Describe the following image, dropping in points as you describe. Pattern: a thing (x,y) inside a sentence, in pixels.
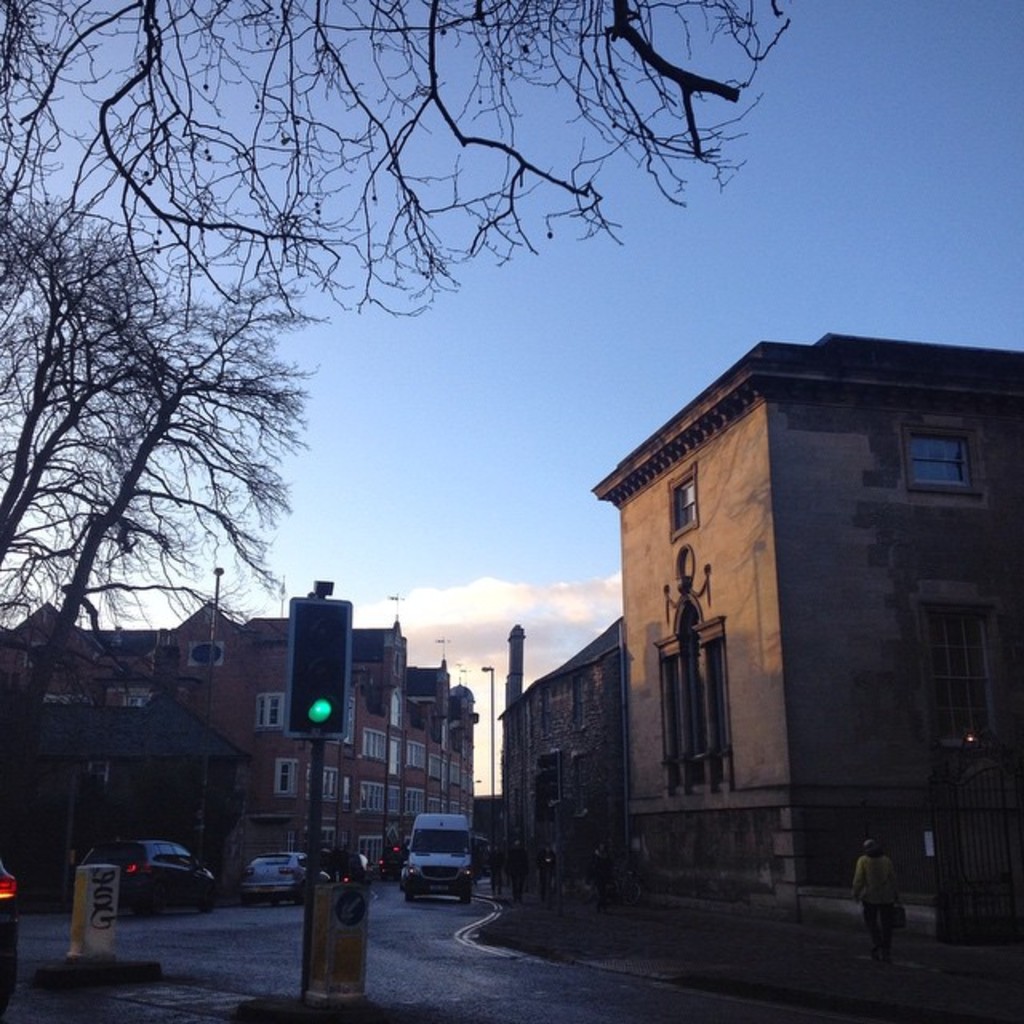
To the bottom of the image (340,917) there is a sign board (345,945), pole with traffic signal (296,604) and few other items (99,873). In the middle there is a road (384,981). On the road (412,939) there are few vehicles (400,873). To the right corner of the image (1001,793) there is a gate (942,783) and also there is a building (713,740) with walls (769,842), windows (688,519) and roofs (816,375). In front of the building (669,793) there is a footpath (834,928) with few people (607,887) walking. To the left side of the image (80,511) there are trees (174,497) and also there are buildings (245,739) with walls (249,743), windows (280,717) and roofs (434,673). To the top of the image (926,82) there is a sky (543,306) in the background (638,294).
